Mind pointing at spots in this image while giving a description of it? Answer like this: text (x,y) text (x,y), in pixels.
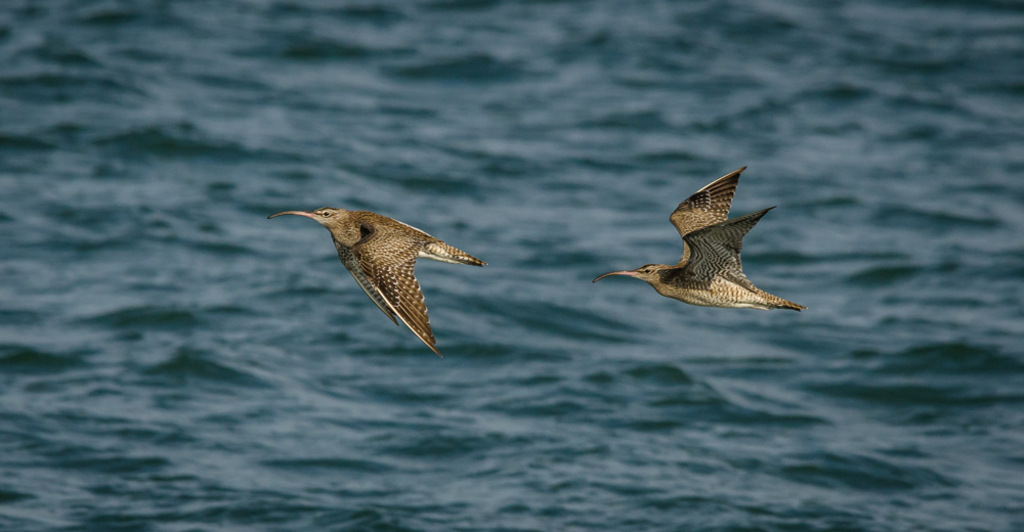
In this image there are birds (421,293) flying in the sky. In the background (410,148) there is water (658,171).
